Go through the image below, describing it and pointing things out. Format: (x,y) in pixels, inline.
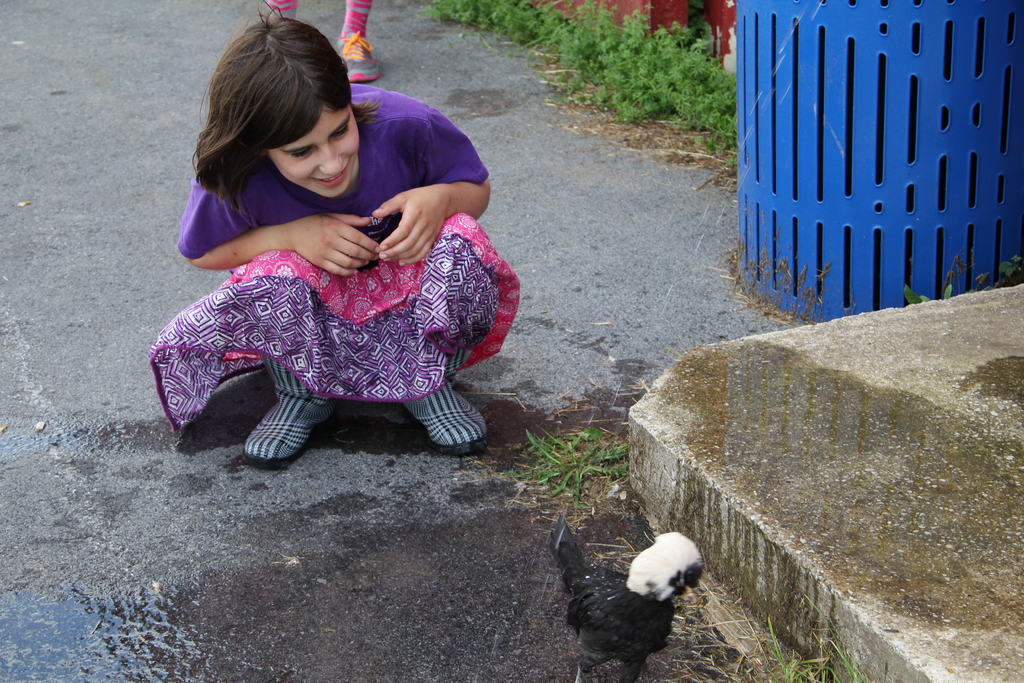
In this image I can see the person (314,330) with purple, white and pink color dress (406,283). In-front of the person (392,154) I can see the bird (578,594) which is in black color. In the background (352,58) I can see one more person legs (366,42). To the right (759,186) there is a blue color dustbin (874,195) and the grass (611,100).
